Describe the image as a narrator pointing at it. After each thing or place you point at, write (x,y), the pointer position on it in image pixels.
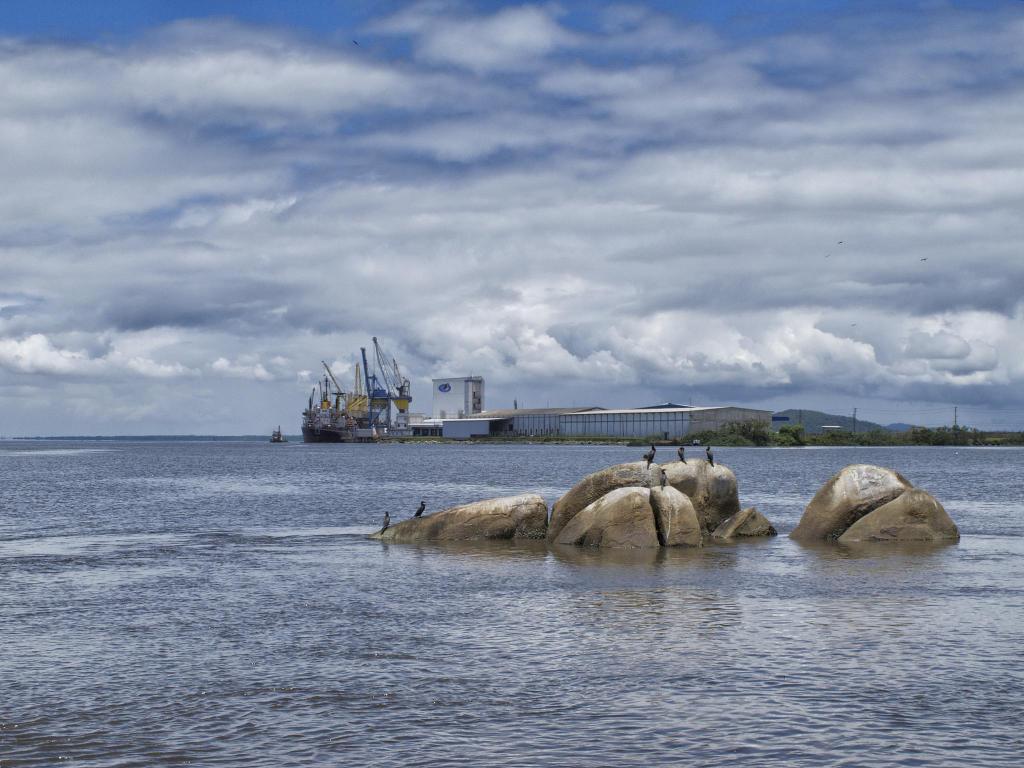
At the bottom of the image (286,533) there is a river (504,622). In the center (621,475) there are rocks (659,508) and we can see birds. In the background (468,435) there is a ship (317,429), sheds (535,428), trees (760,436), hill (816,421) and sky (520,238).
